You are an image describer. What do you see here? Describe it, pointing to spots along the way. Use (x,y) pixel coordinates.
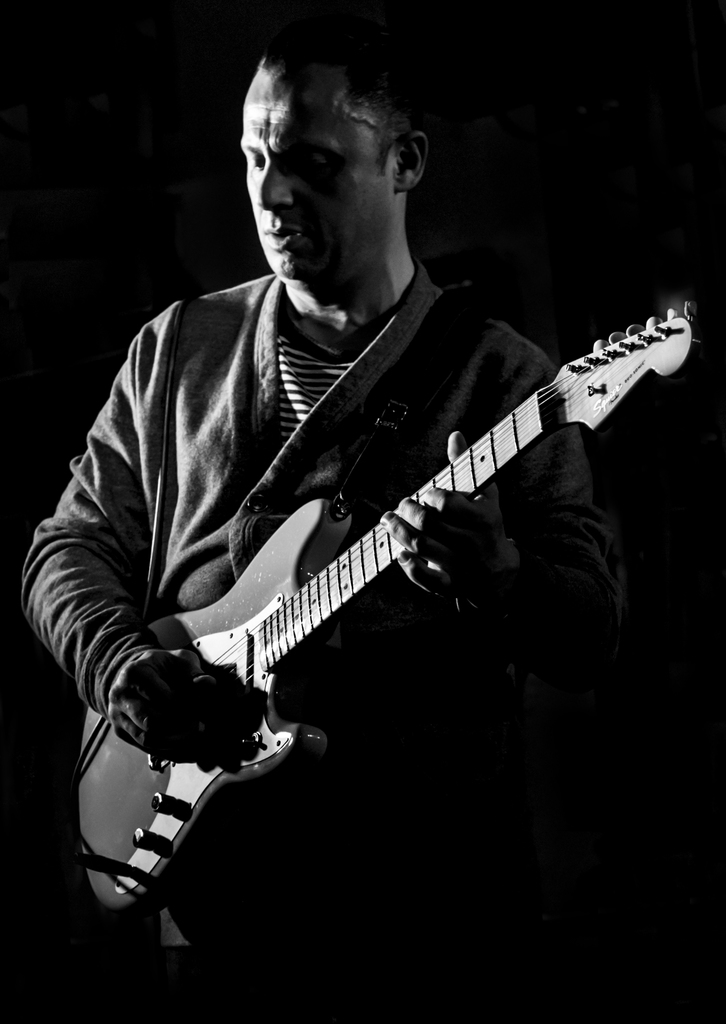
In this image a man (373,732) is standing and holding a guitar (468,471) in his hands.
